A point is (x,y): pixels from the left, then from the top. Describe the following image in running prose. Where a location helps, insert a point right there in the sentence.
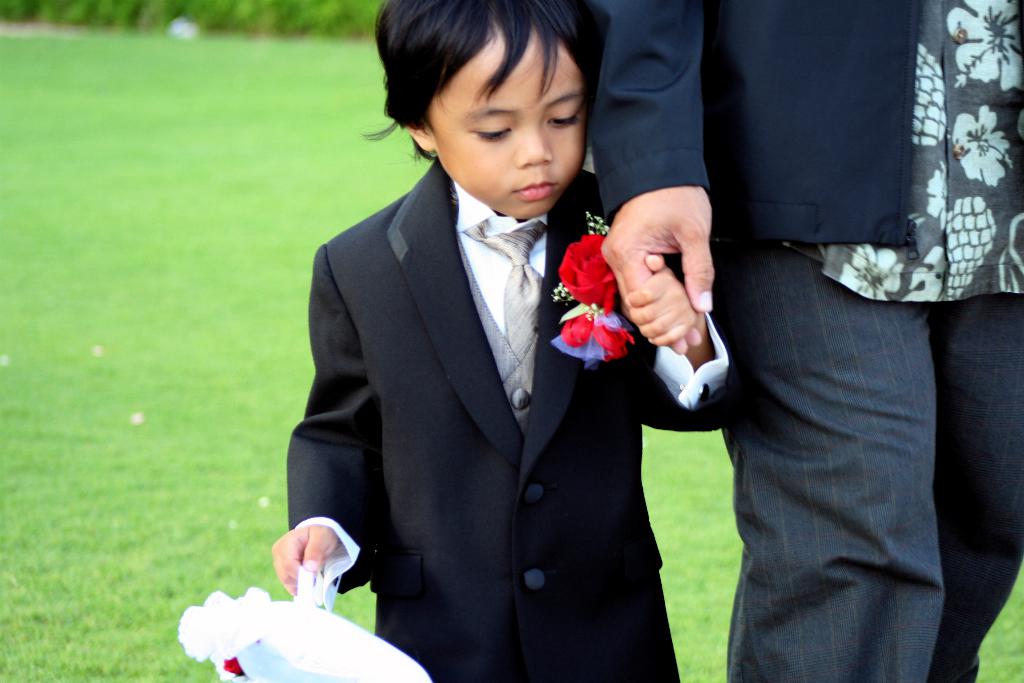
In this image we can see children (488,412) holding human hands (647,237). And we can see the grass (245,343).
